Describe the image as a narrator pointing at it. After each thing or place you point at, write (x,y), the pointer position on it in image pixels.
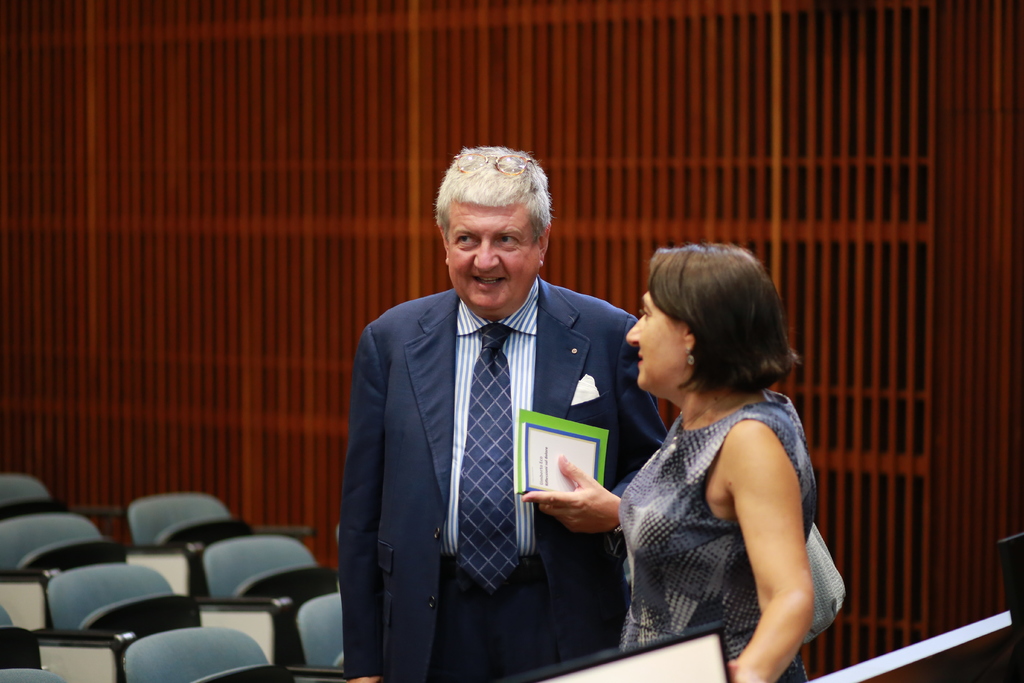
In this image we can see a man (479,548) and a woman (687,477). The man (451,509) is wearing a shirt (470,348), blue coat (436,438), tie (468,570) and holding books (550,457) in his hand (575,473). The woman (659,566) is wearing grey color dress (677,563) and carrying bag (813,572). There are chairs (163,623) in the left bottom of the image (121,619). We can see the wall (542,116) in the background (761,233) and some objects (1021,626) at the bottom of the image (723,682).
